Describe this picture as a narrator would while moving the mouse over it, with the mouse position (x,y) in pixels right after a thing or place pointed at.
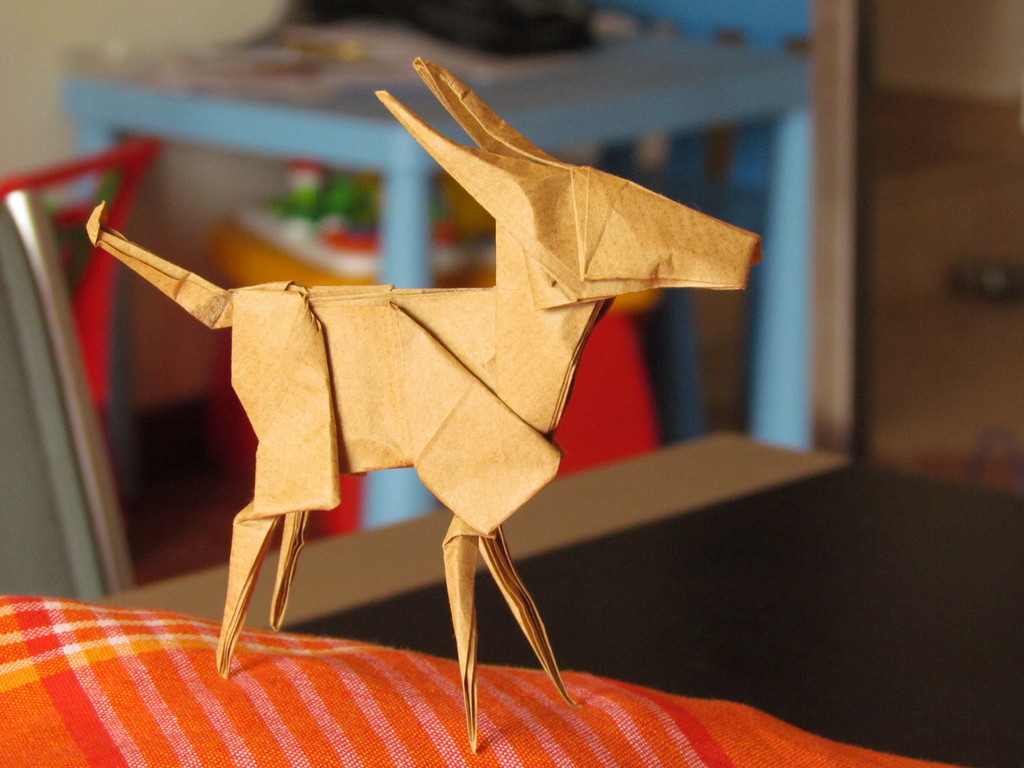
In this image I see the paper art (338,360) and I see that the paper (359,356) is of light brown in color and it is on a cloth (242,655) which is of orange and red in color and it is blurred in the background (108,45) and it is a bit dark over here and I see the blue color thing (773,224) over here.
